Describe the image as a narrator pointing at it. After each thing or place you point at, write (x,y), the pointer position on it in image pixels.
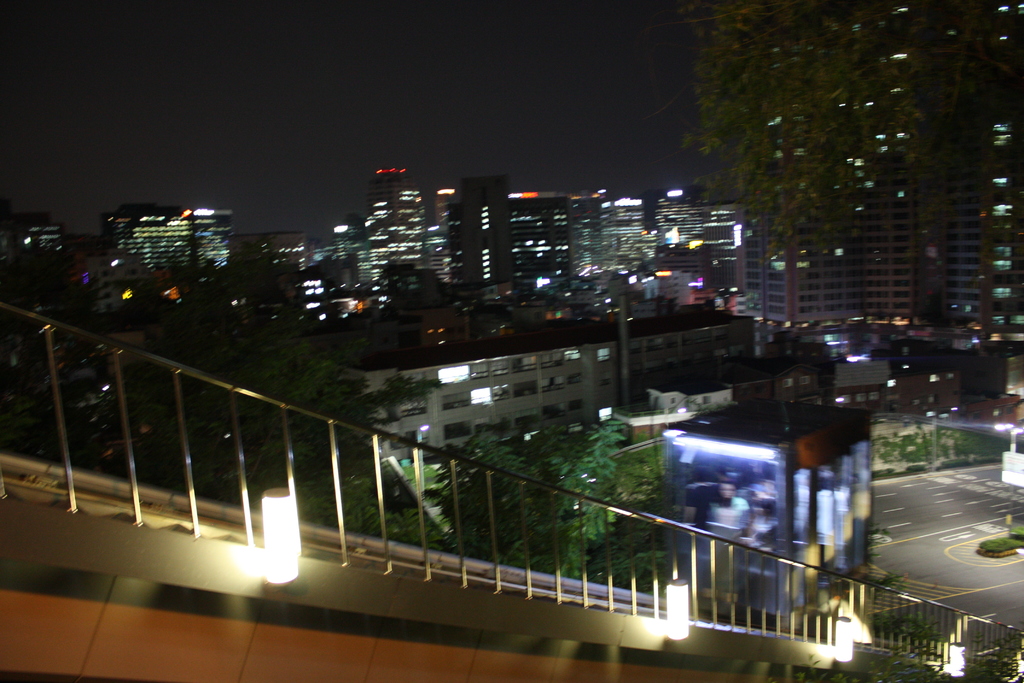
In this image I can see few lights (669,435), railing (610,506). In the background (16,417) I can see few trees (31,420) in green color, few buildings (552,357) and the sky (360,114) is in black color.
